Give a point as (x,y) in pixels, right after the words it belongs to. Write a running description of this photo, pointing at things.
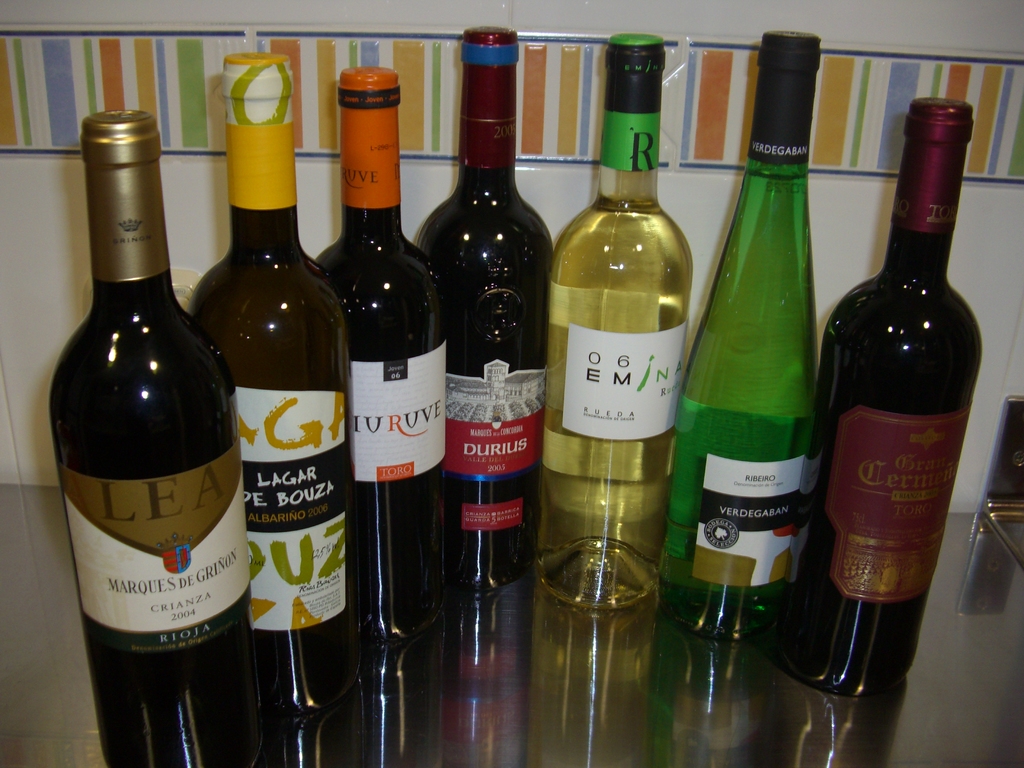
In this image I can see number of bottles (463,299) and on it I can see something is written.
